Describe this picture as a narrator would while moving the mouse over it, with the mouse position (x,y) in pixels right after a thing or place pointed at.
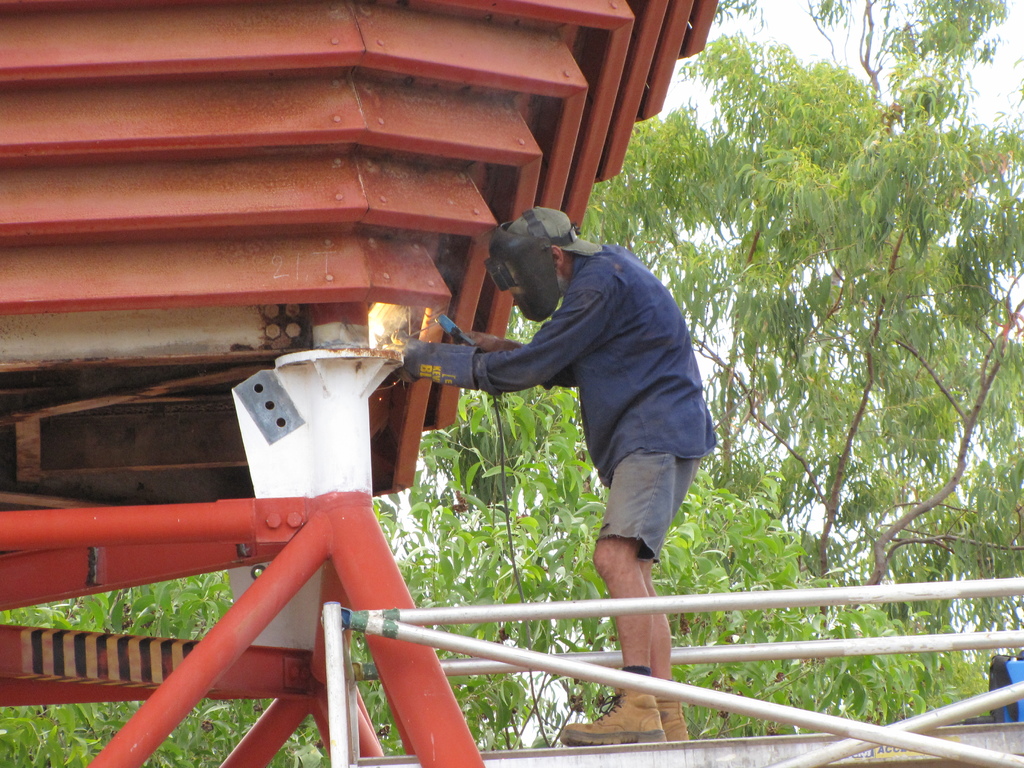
In this image I can see a person (435,349) wearing a helmet (510,260) and holding an object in his hand (434,373). I can see few metal rods (816,591), and a red colored metal object (579,36). In the background (451,571), I can see few trees (864,212) and the sky (663,122).
